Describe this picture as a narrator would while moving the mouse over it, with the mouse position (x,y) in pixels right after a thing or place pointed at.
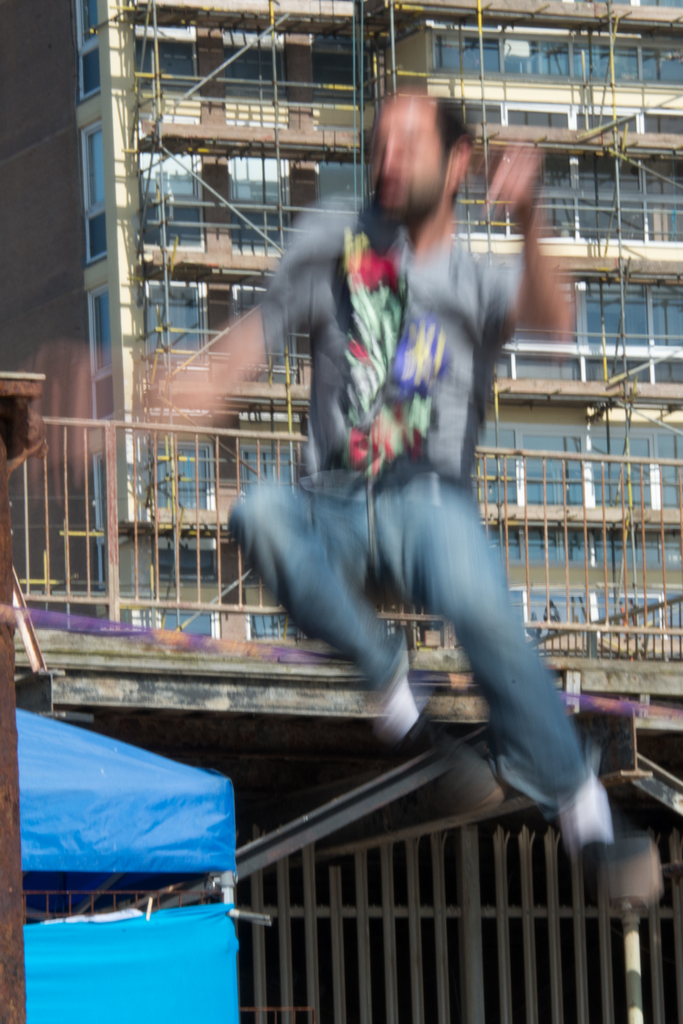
In this picture we can see a blur image of a person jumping in the air. In the background (52,293), we can see a building (42,300) with many glass windows (677,499), iron railing (32,474). At the bottom (67,739) we can see iron rods (560,1022) and blue covers (208,808).
